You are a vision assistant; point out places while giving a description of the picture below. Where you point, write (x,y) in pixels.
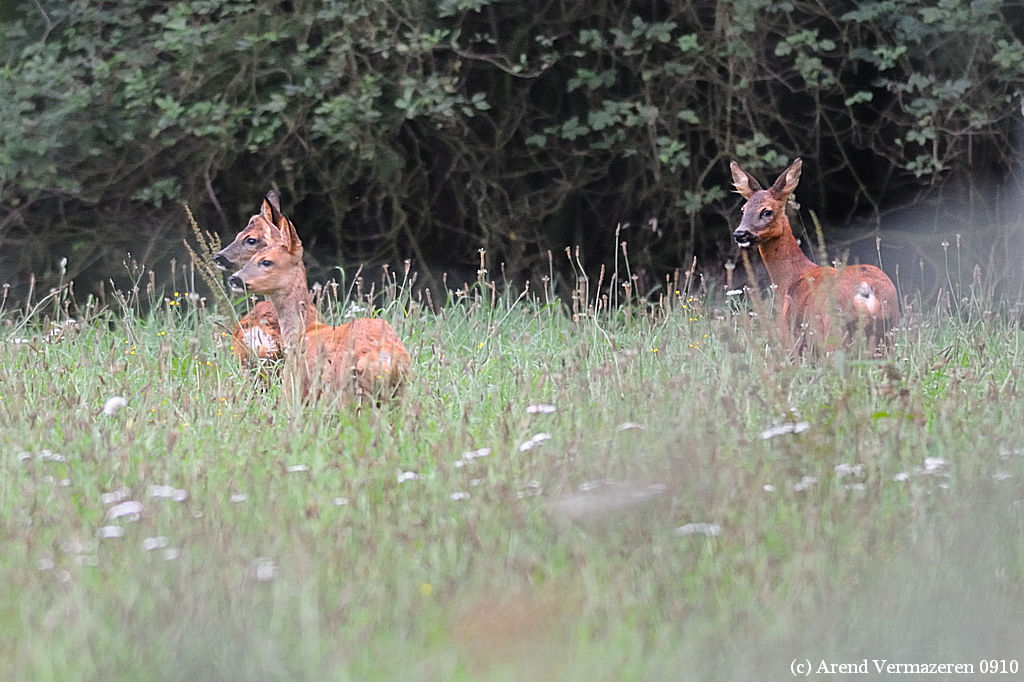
In the image there are three animals (399,341) in between the grass (67,459) and in the background (551,140) there are many trees (300,62).
